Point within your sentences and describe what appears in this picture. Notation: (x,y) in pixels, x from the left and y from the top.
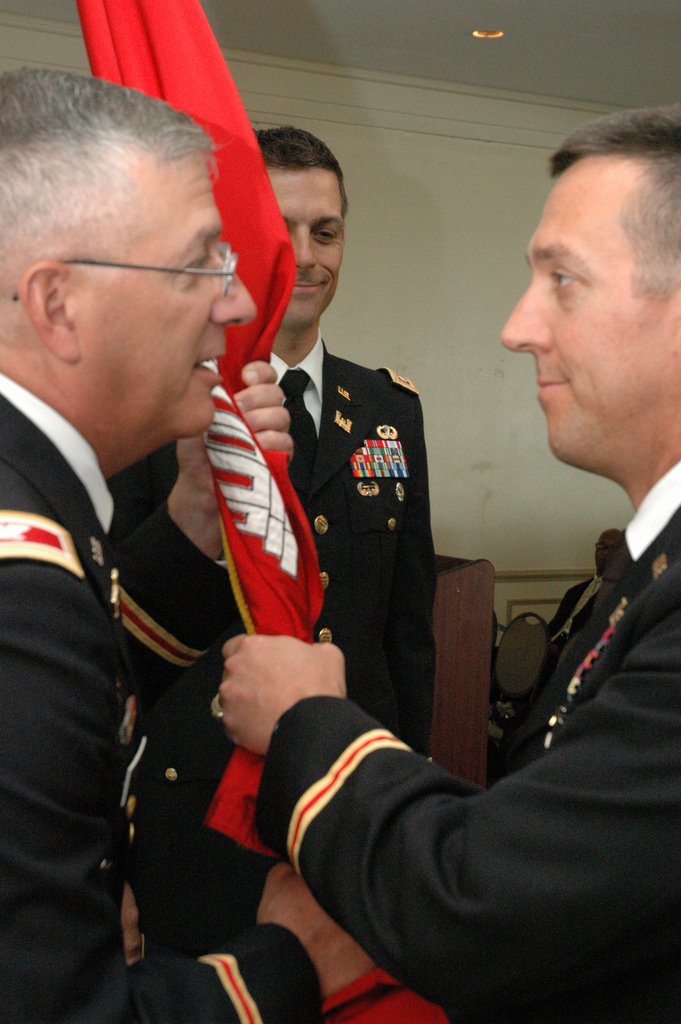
In this image we can see three men (412,566) standing. In that two men (377,756) are holding the flag (239,326). On the backside (521,688) we can see a table (481,707), chair (521,678), a person (545,678) sitting, wall (492,404) and a roof (416,74) with a ceiling light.
